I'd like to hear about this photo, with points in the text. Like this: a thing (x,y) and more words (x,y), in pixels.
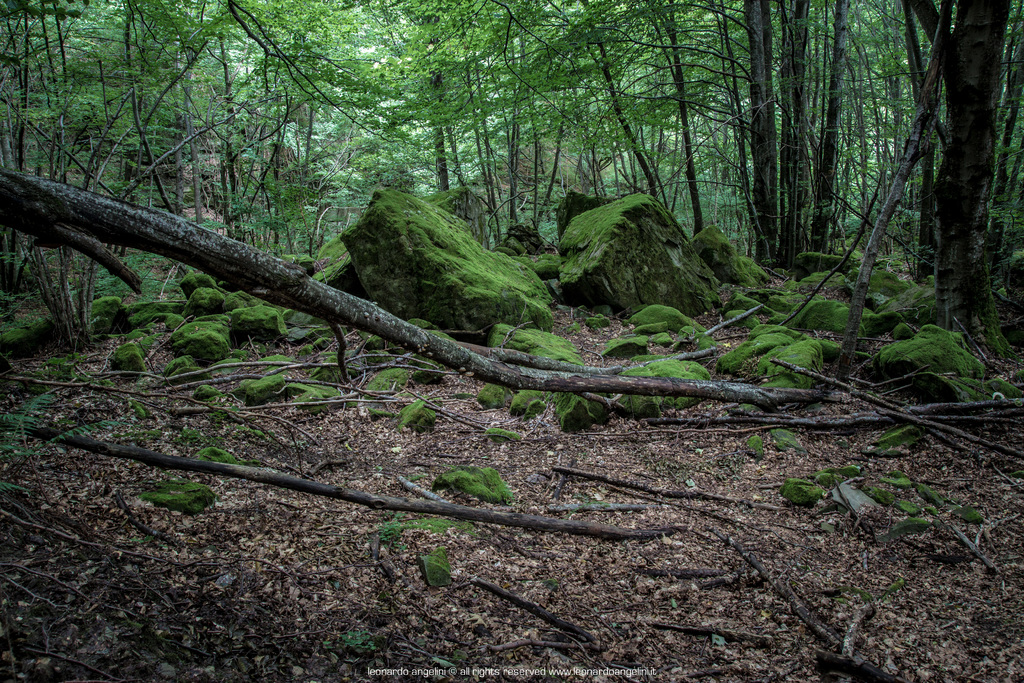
In this image I can see few leaves (599,563) on the ground (612,592) which are brown in color, few stones (592,405) and grass (496,274) on stones (463,271) which is green in color. In the background (372,128) I can see few trees (295,106) which are green and black in color.
